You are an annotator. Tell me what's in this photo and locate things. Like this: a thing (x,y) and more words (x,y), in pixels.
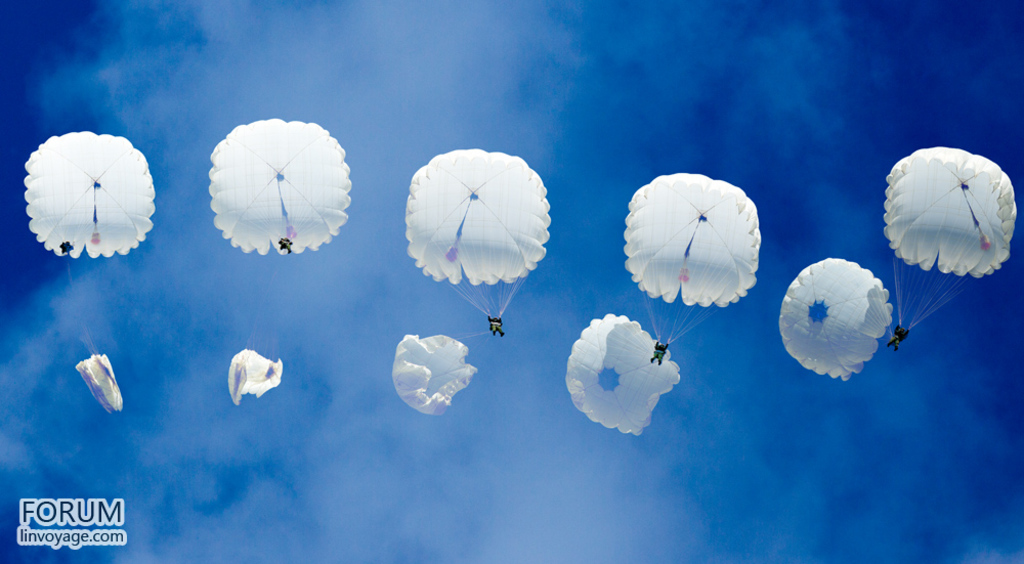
In this image we can see some people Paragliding in the sky (616,457). In the bottom left corner of the image (101,535) we can see some text (87,522).
